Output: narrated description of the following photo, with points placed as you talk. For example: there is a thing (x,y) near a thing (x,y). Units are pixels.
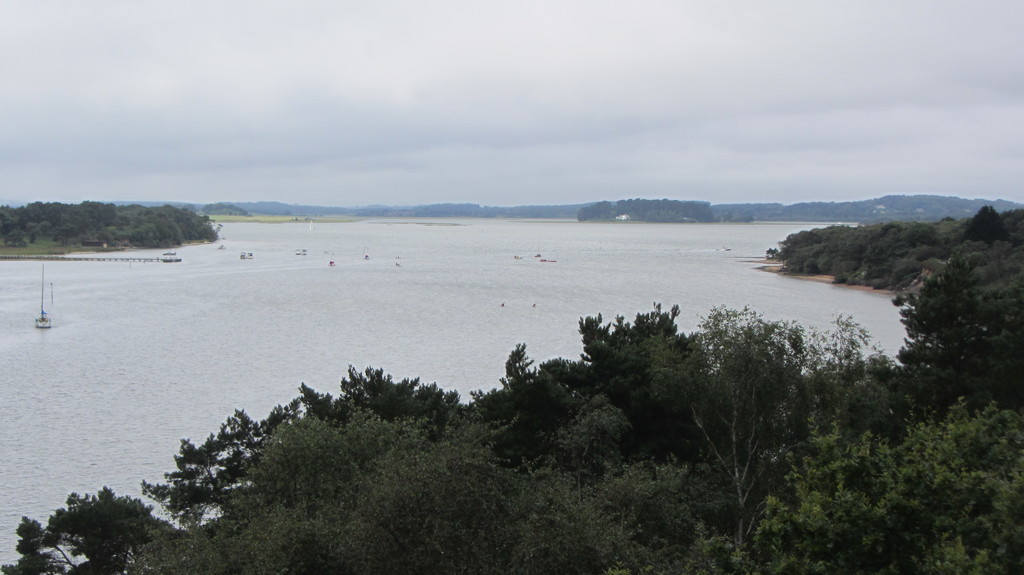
In this image we can see the trees (825,412). And we can see the boats (540,256) in the water (394,261). And we can see the clouds (585,80) in the sky (794,75). And we can see the hill (364,211).
